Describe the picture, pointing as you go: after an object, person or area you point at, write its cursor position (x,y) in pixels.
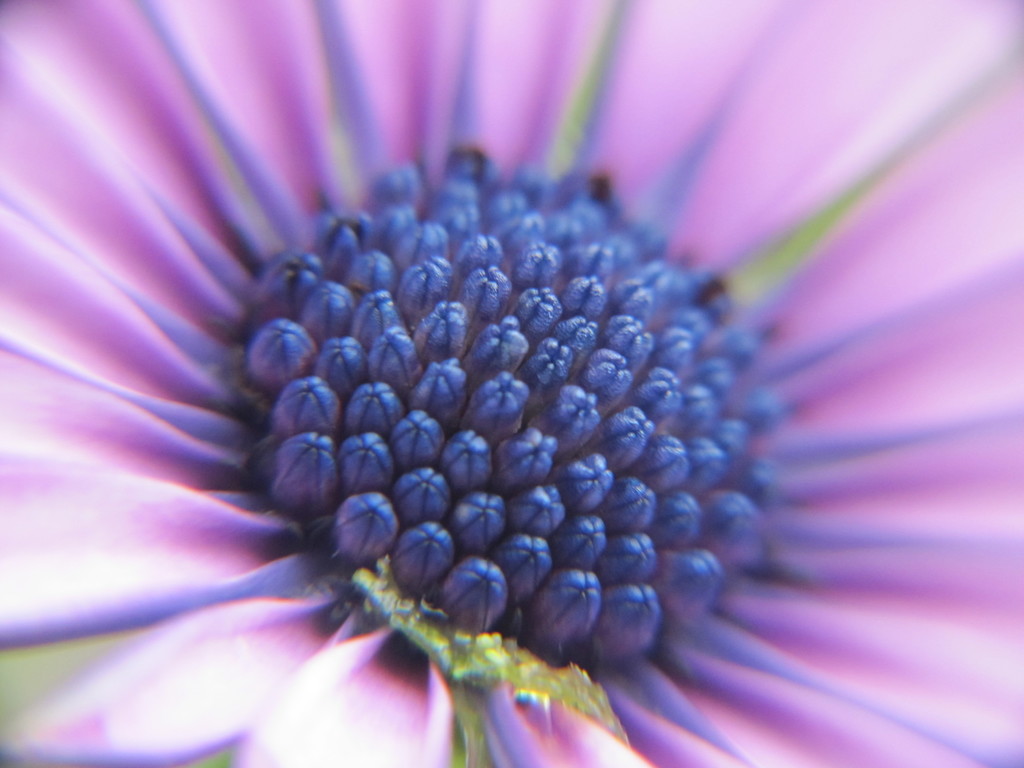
The picture consists of a violet color flower (444,192).
